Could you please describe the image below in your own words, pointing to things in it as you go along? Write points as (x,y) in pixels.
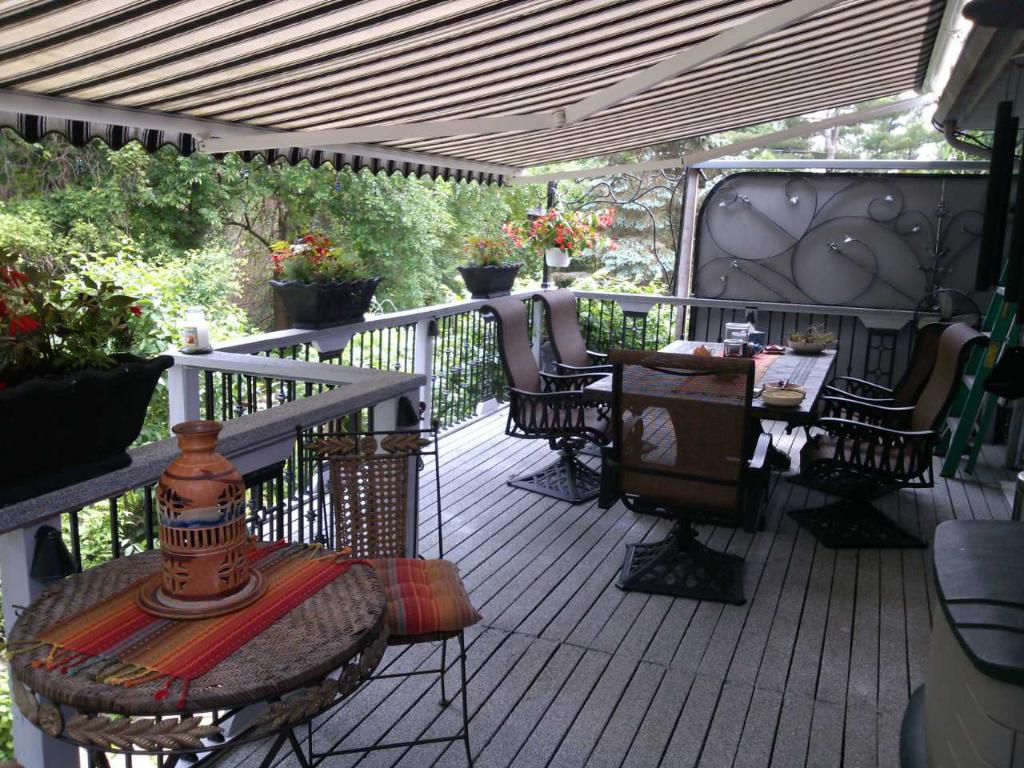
In this image there is a table (754,391) and chairs (589,372) and at the background of the image (468,215) there are trees (390,265) and at the left side of the image (235,491) there is a chair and flower vase (179,513).
